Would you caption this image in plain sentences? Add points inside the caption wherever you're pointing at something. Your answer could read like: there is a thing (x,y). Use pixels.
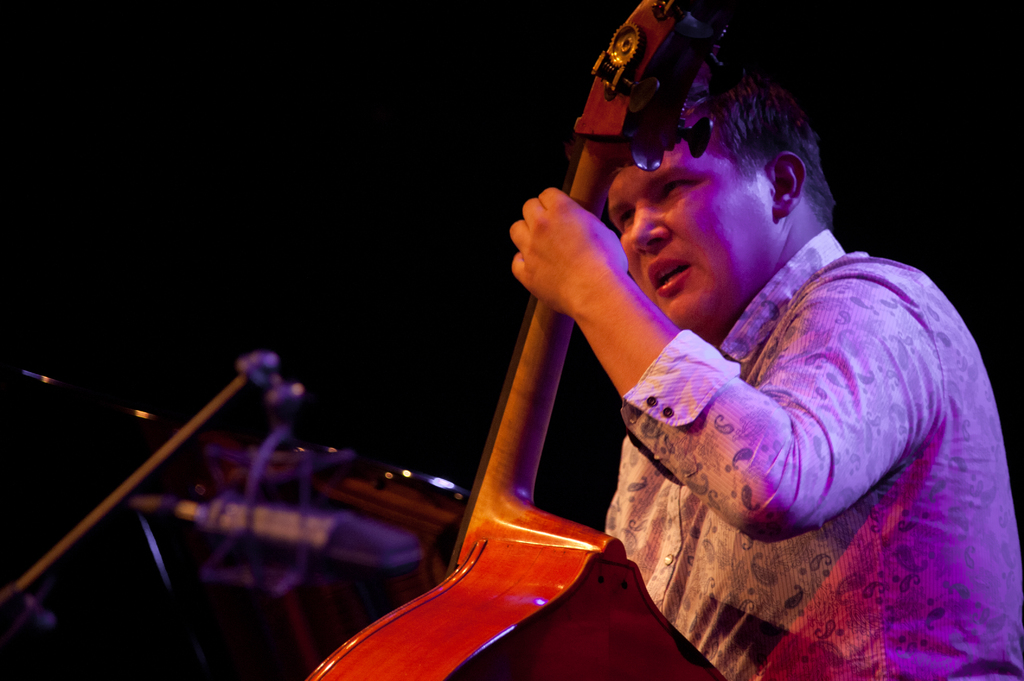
This man (650,212) is highlighted in this picture. This man (721,251) is holding a musical instrument (425,666).
